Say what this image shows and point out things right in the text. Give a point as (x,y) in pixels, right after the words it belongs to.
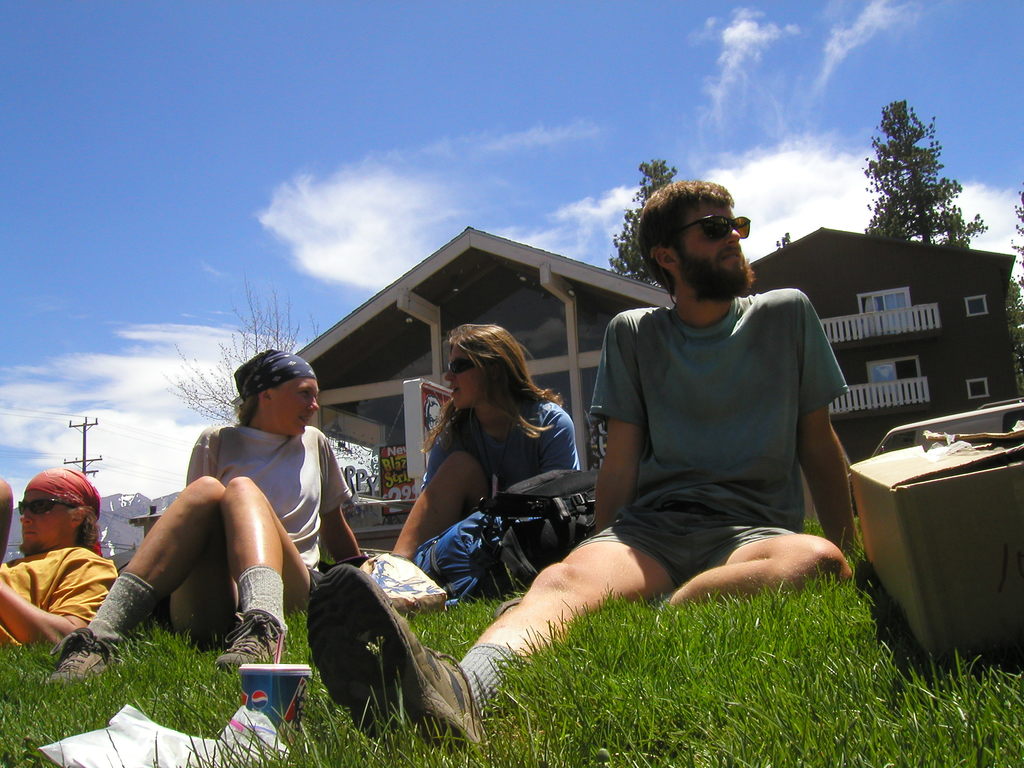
This picture is clicked outside. In the center (673,345) we can see the group of people (683,527) sitting on the ground (619,668) and there are some items (947,529) placed on the ground (806,672) and we can see the green grass (684,666). In the background (15,168) there is a sky (827,158) with some clouds (845,157) and we can see the trees (241,357), cables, pole (84,444) and houses (925,277).
